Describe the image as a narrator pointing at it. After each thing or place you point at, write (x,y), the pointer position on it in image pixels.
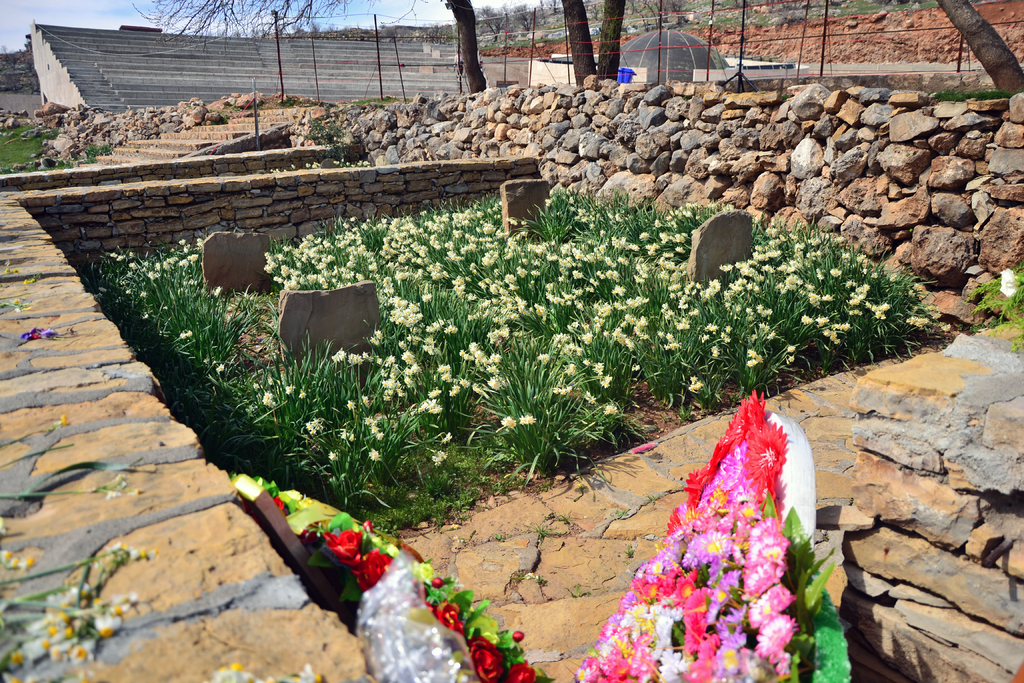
In this picture there are small flower plants (854,291) at the center of the image (567,411) and there are some trees (263,0) around the area of the image, there are rocks (450,104) around the area of the image, which are placed one on the above at the right side of the image (806,104), and it is a day time.
